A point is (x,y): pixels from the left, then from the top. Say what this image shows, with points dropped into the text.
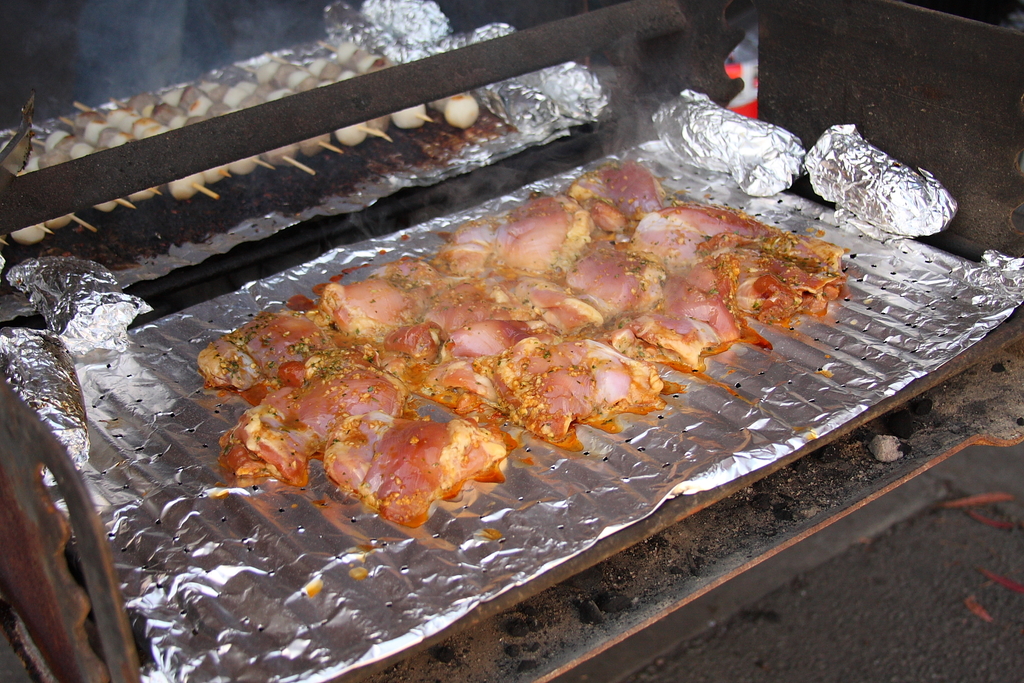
In this image we can see food (658,307) placed on the aluminium foil (597,522) placed on the grill (70,663), we can also see some aluminium balls (826,151). In the background (199,108), we can see some food (215,103) on skewers (151,116).
